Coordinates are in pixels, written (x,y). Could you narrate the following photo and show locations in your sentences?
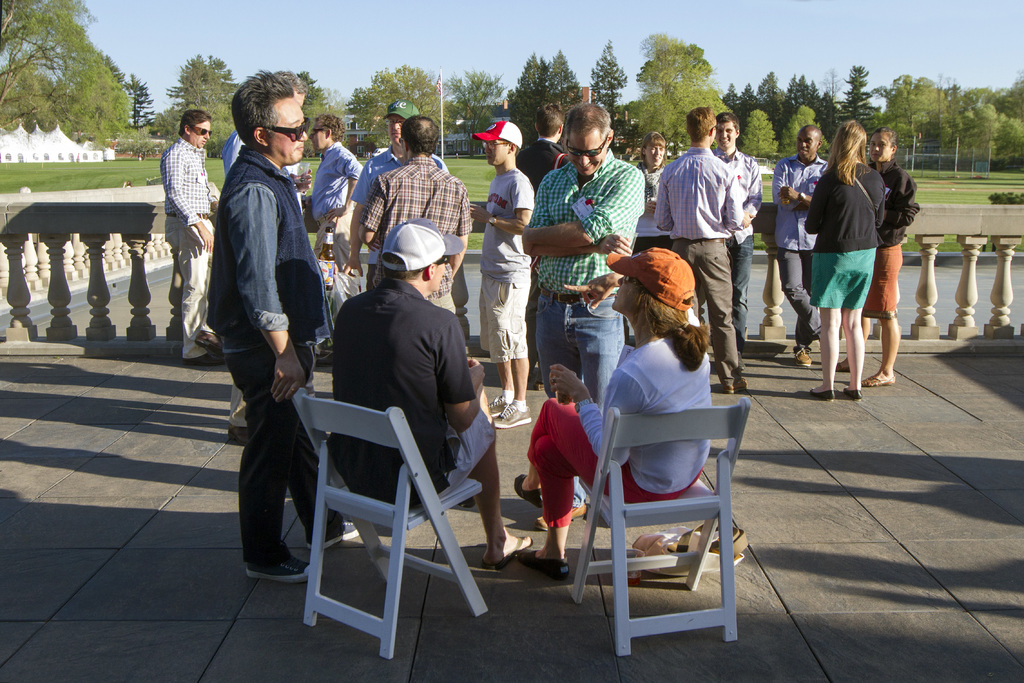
A person (428,357) wearing a black t shirt (434,336), goggles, cap (434,258) is sitting on a chair (421,511). A lady (630,398) wearing a white t shirt (635,397) red pants (561,452) is sitting on a chair (604,472) also wearing a cap (658,272). In the background (580,211) there are many persons (596,196) standing. There is a railings (117,228). In the background (554,83) there are many trees (412,90), sky (483,48) and grass lawn (487,168).
